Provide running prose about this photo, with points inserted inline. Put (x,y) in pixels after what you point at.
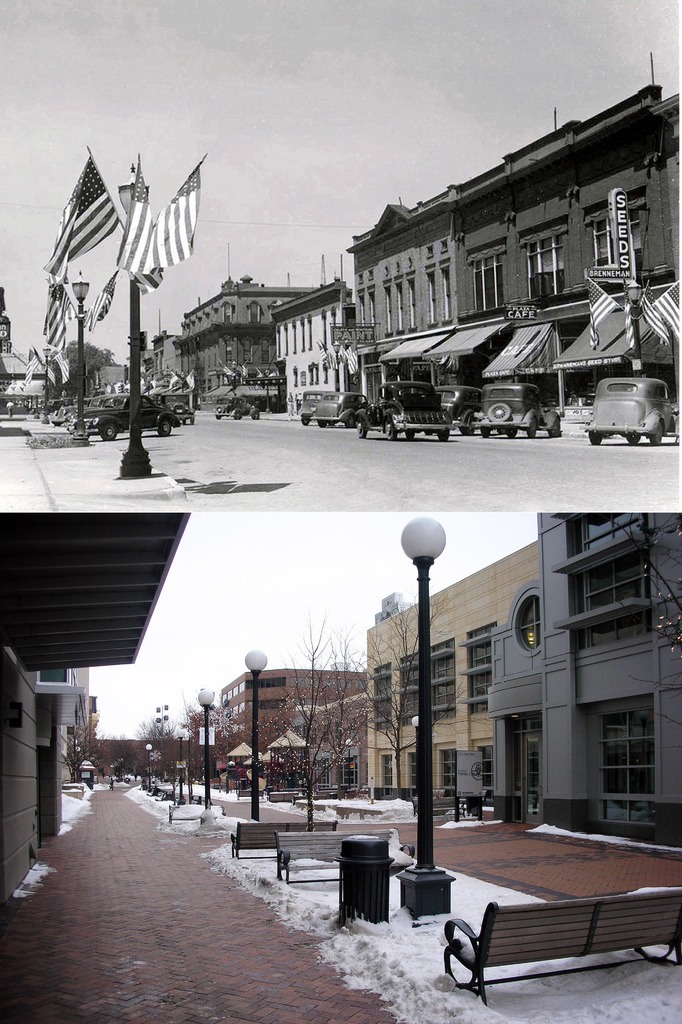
This is a collage picture. In this picture we can see the sky (508,34), trees (338,757), light poles (425,698), flags (175,212), board (616,229), buildings (581,242), vehicles (556,437), benches (560,944), snow (484,899), trash can (378,913) and the ground (410,465).
